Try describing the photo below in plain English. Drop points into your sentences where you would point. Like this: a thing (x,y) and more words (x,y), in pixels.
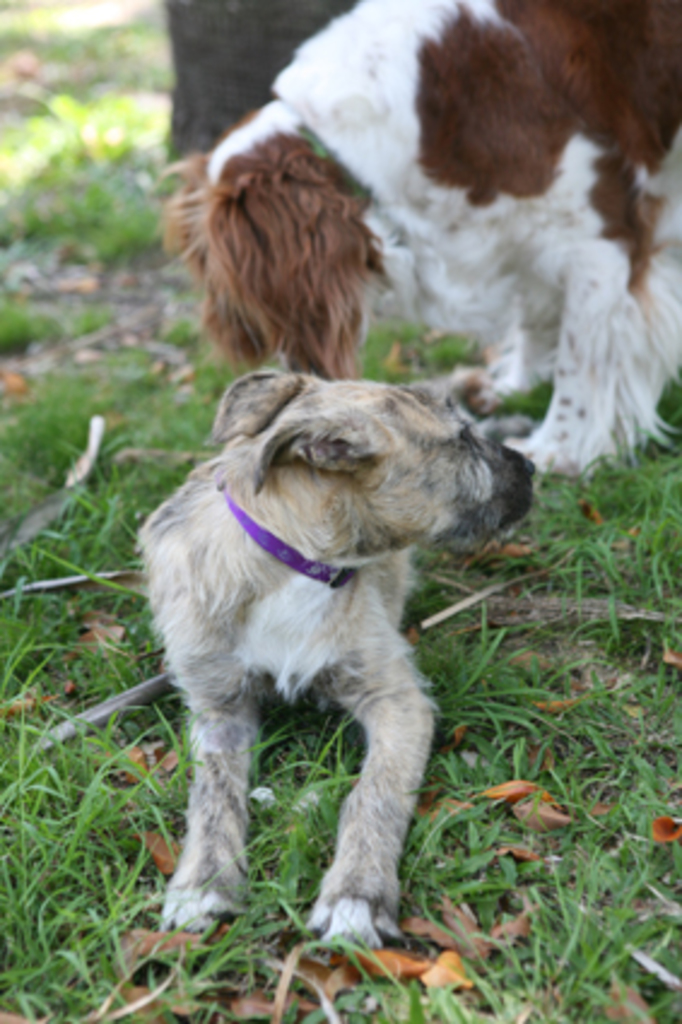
In the foreground of this image (396,597), there is a dog (370,607) sitting on the grass (533,796) and a dog (592,185) behind is standing. In the background (238,47), there is a tree trunk (223,47).
